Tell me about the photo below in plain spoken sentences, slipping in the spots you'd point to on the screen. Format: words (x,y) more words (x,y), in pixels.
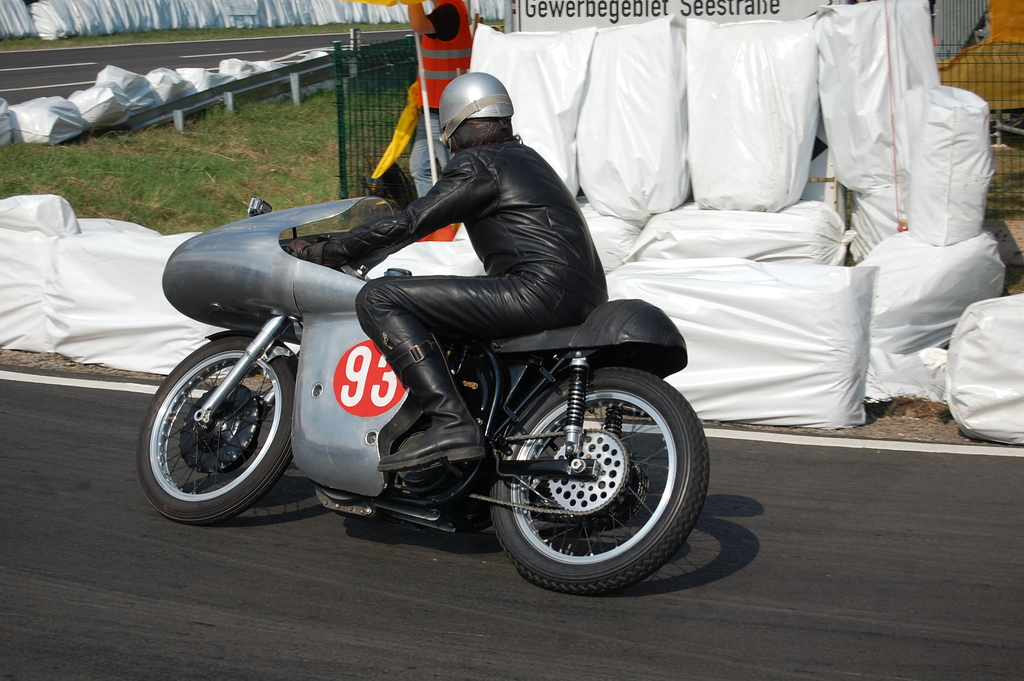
In this picture we can see a person (508,175) in the black dress (493,200) is riding a bike (268,414) on the road (139,503). Behind the bike (360,269) there are white polypropylene sacks (628,113), a person (455,43) is standing, grass (363,119) and the fence (352,106).
